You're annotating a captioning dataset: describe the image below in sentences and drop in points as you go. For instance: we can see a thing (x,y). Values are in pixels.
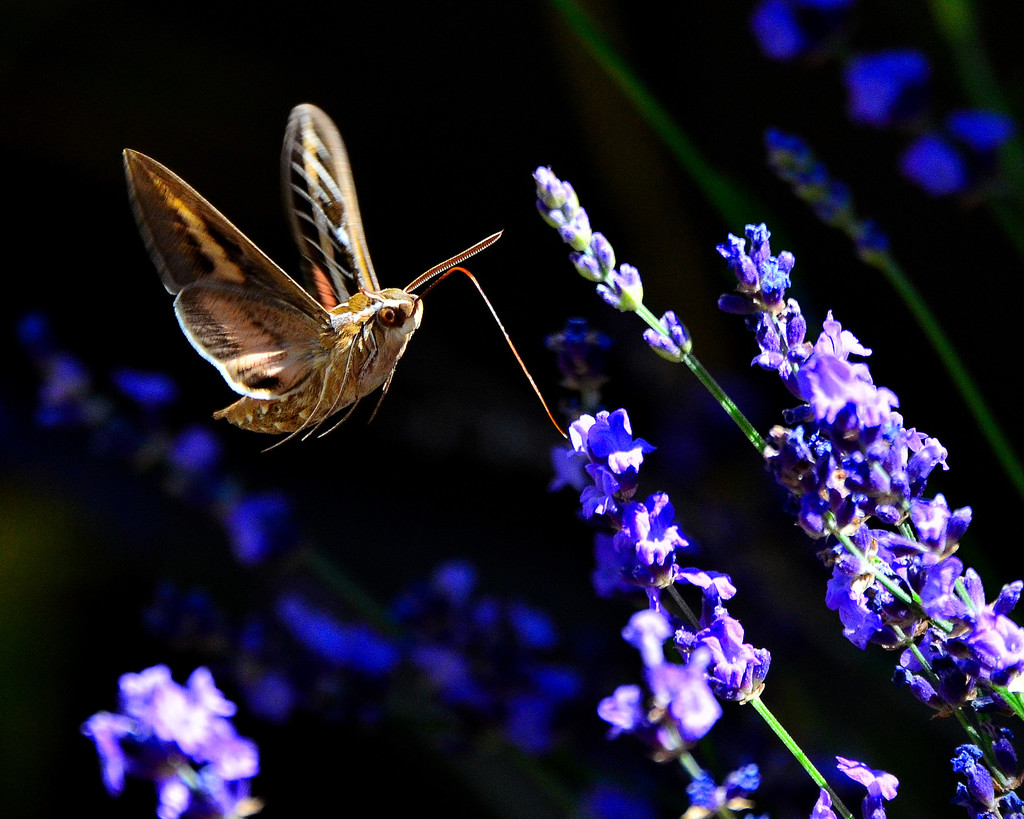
In the image we can see a butterfly (222,367) flying. There are tiny flowers (684,641), purple in color and this is the stem (766,720) of the flower (740,674). And the background (727,747) is dark.
